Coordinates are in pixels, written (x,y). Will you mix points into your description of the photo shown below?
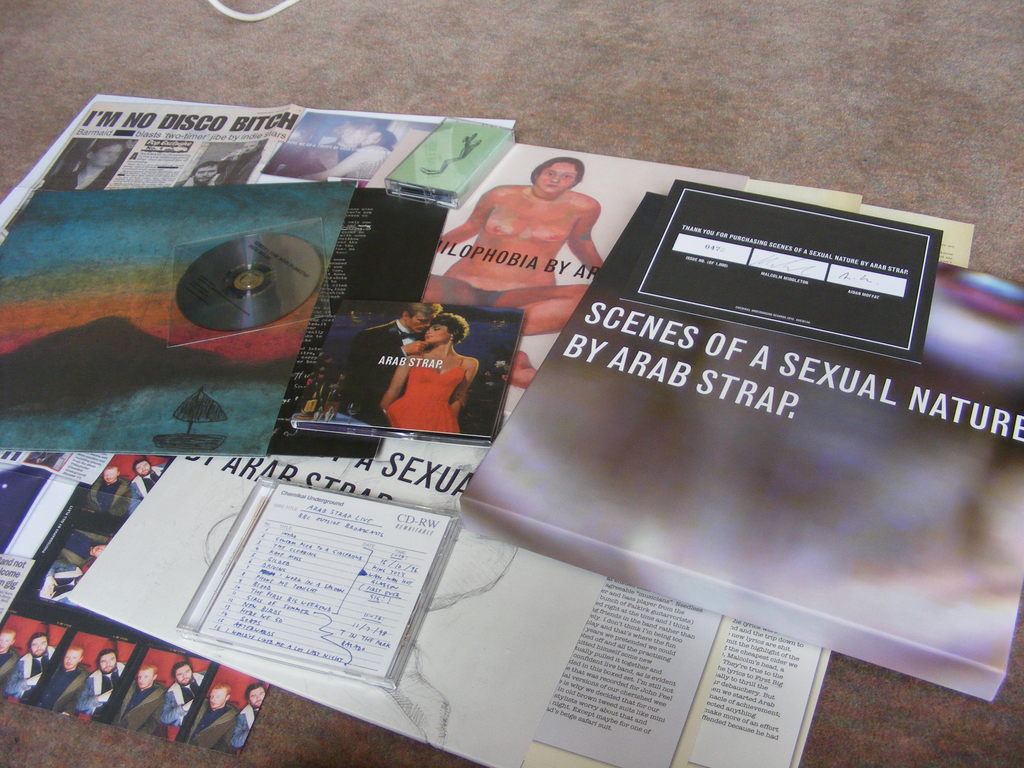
In this image I can see papers (294,436), there is a CD (290,292), book (618,393) and there are some other objects (500,331) on the floor (48,721).
